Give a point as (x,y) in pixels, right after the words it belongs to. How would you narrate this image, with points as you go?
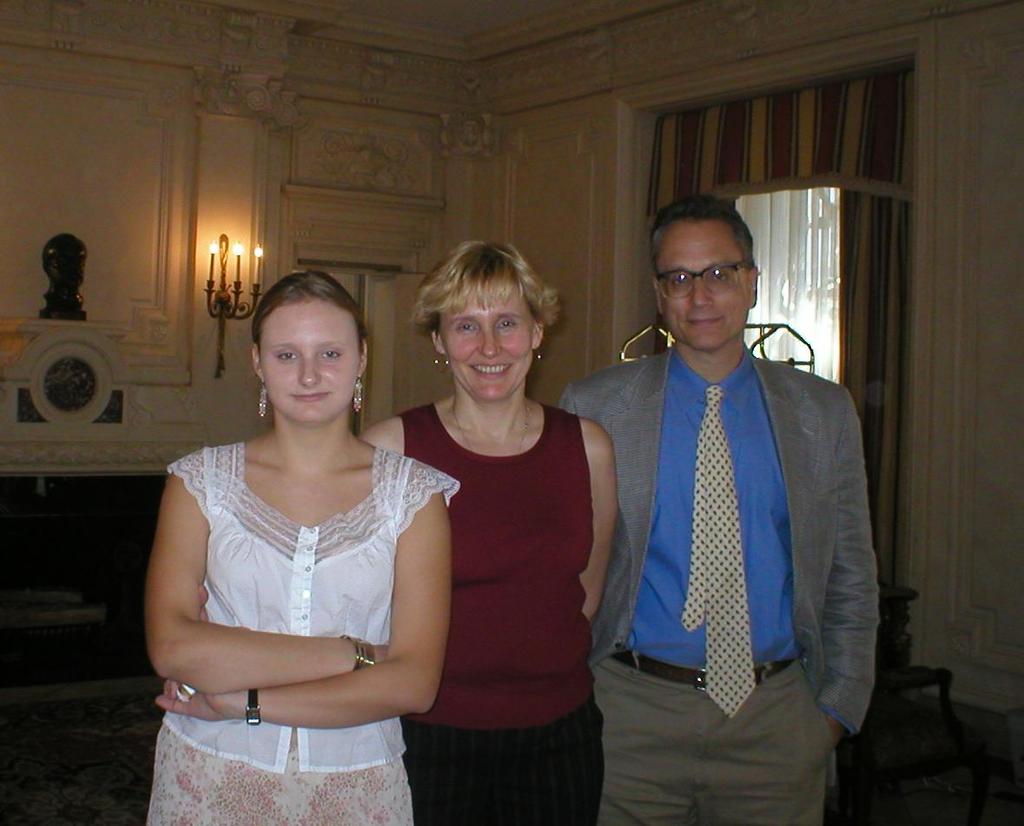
In this picture, we see two women (505,485) and a man (663,533) are standing. They are smiling and they might be posing for the photo. In the background (327,236), we see the wall (218,256), candle stand (242,284) and the candles (238,266). On the right side (722,92), we see the wall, windows (816,260) and a curtain (812,246). This picture might be clicked inside the room (143,483).
